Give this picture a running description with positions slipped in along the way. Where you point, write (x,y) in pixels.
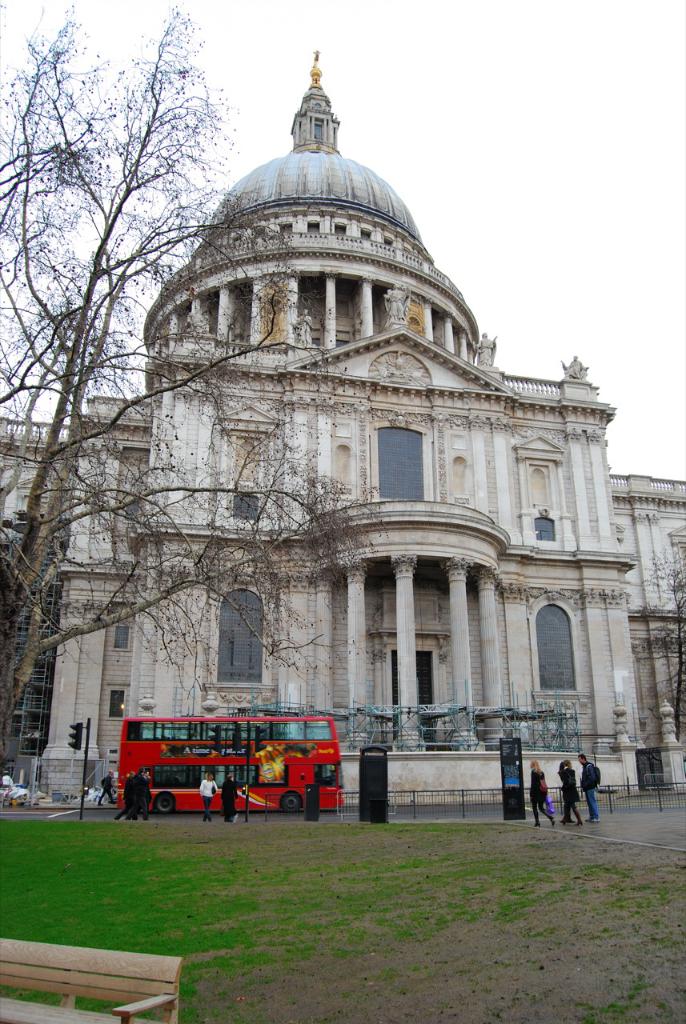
In this image there is a building (518,573), trees (63,454), vehicle (284,788), people (534,785), grass (232,883), bench (15,949), signal light pole (75,746), board (520,817), railing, sky (466,141) and objects (20,745).
